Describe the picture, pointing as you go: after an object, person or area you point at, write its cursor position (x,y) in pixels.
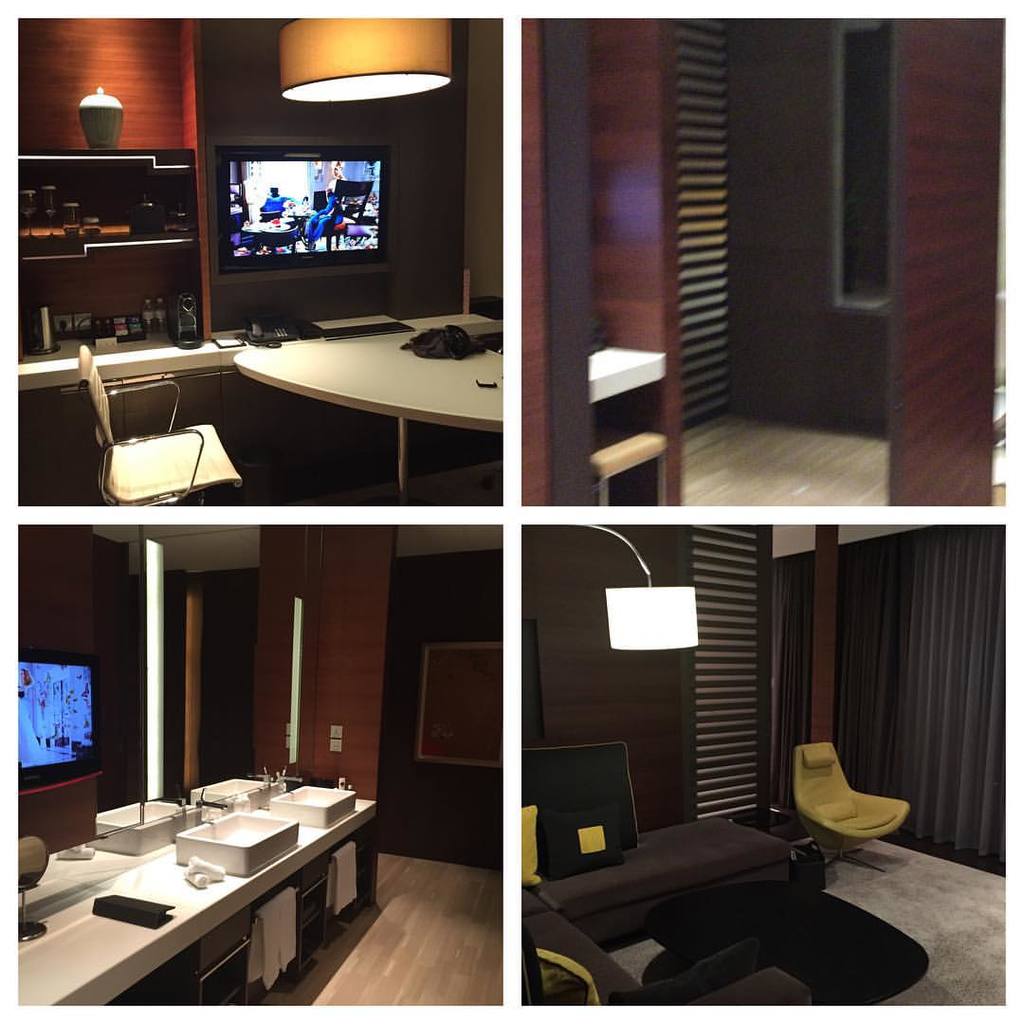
This picture is a collage of four images consisting of a television (294,246), lamp (323,84), table (462,391), chairs (153,440), tables (110,987) furniture (622,811) in the house (702,303).
